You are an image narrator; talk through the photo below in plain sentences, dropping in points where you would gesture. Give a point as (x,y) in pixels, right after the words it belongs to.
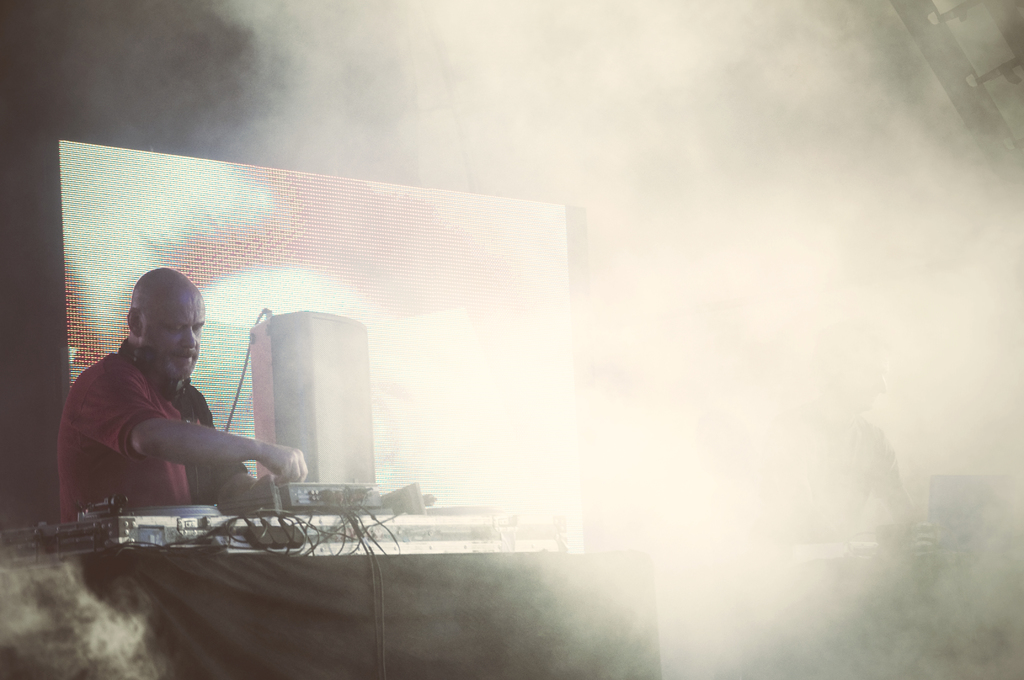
At the bottom of the image (304,675) there are some tables (929,567), on the table (304,675) there are some musical devices (17,539). Behind them two persons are standing. Behind them there is screen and fog (661,126).
